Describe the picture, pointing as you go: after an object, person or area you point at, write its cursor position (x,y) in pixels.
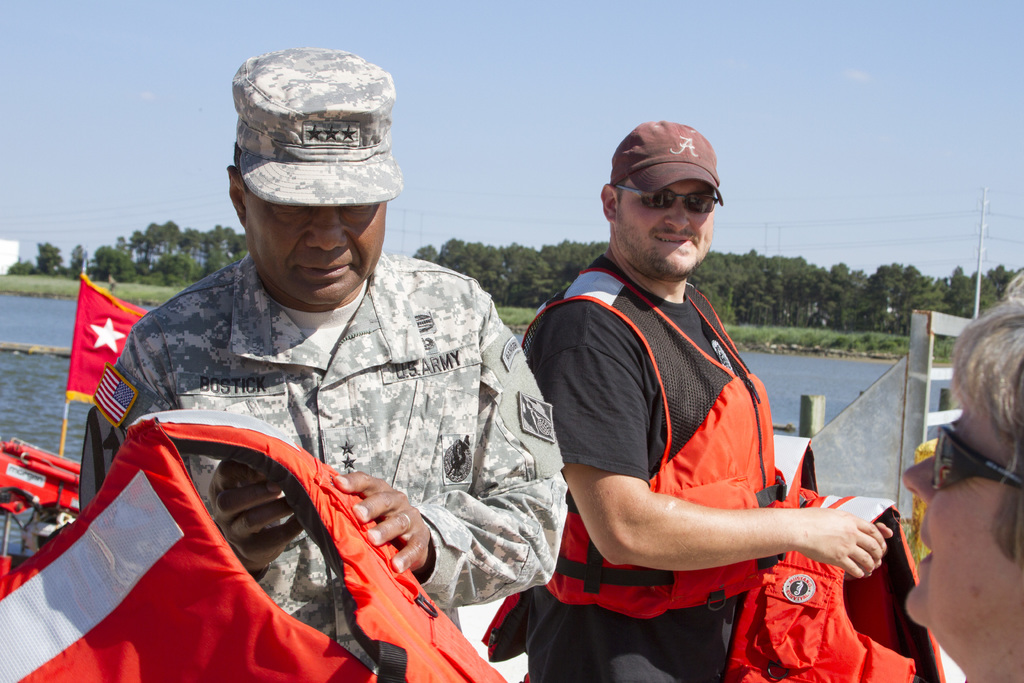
In the image there are three people (530,503), two men (506,488) were holding swimming jackets (413,627) with their hands (222,497) behind them there is water surface (64,359) and in the background (424,250) there are many trees (846,309).
